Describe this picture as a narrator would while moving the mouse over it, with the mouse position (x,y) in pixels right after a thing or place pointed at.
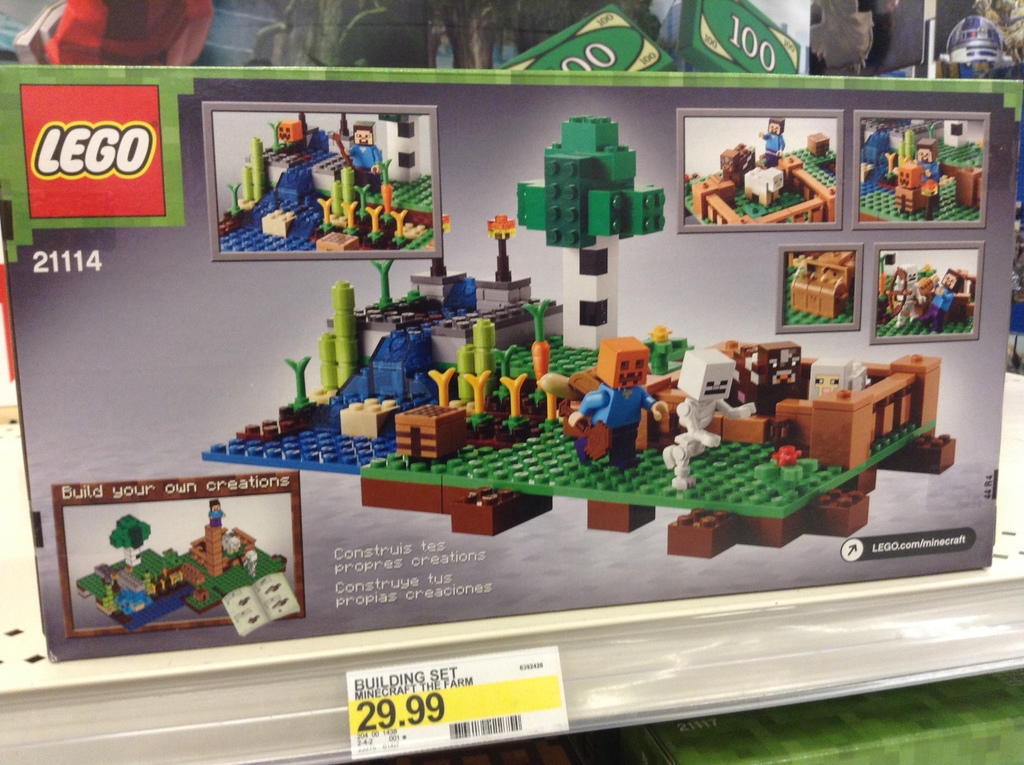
In the center of the image (493,322) we can see building (499,324) made up of lego bricks (520,348). At the bottom of the image (503,698) we can see bar code (502,719) and some text (419,682) are there.
